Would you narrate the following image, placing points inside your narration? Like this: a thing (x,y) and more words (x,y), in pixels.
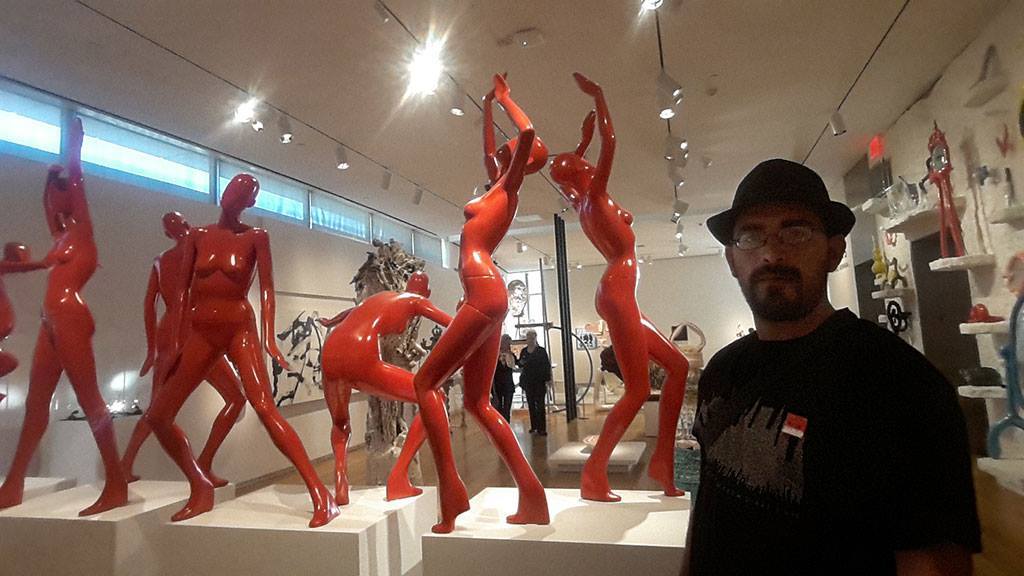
In this picture we can see man (799,188) wore a cap (796,177), spectacles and at the back of him we can see shelves (996,392), walls (698,288), statues (616,265) and in the background (546,342) we can see two people (530,413) on the floor (531,445), lights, some objects (570,365).
